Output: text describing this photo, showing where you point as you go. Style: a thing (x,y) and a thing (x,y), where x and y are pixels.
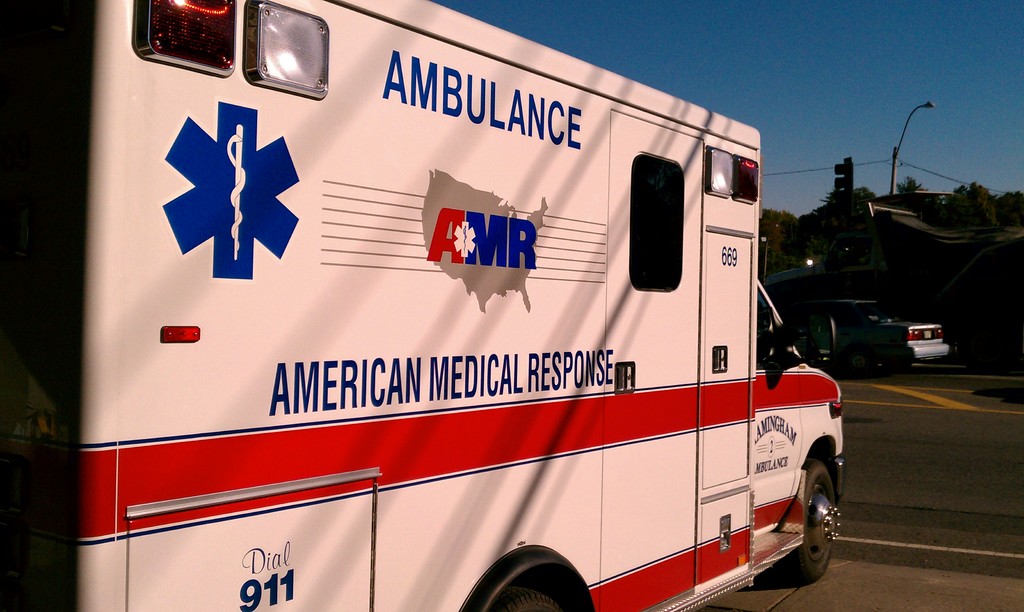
In this picture there are vehicles (593,467) on the road (844,381) and there is text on the vehicle (404,383). At the back (1021,198) there are trees (1009,202) and there are poles (896,185) and there is a traffic light pole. At the top (812,159) there is sky (831,69) and there are wires (800,170). At the bottom (964,485) there is a road (906,466).
